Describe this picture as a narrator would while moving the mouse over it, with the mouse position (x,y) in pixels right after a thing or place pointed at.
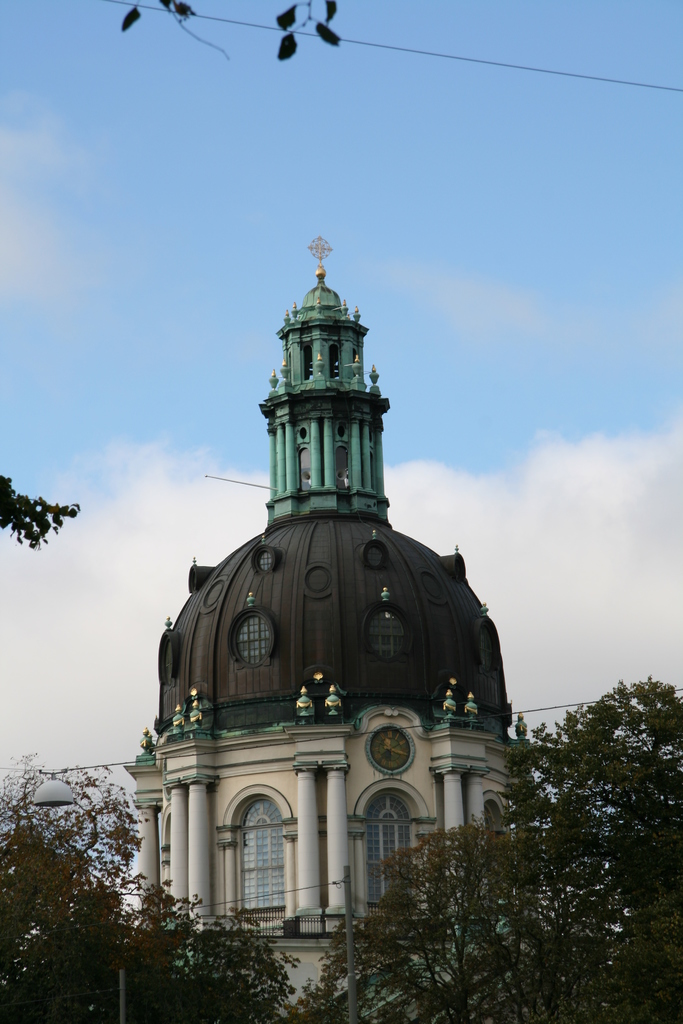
To the bottom of the image (192,937) there are trees (359,952) and pole (349,983). Behind the trees (610,958) there is a building (309,784) with walls (228,824), windows (250,827) and pillars (355,479). Behind the building (211,602) there is a blue sky (502,458). To the top of the image (127,21) there is a wire (247,24) with leaves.
